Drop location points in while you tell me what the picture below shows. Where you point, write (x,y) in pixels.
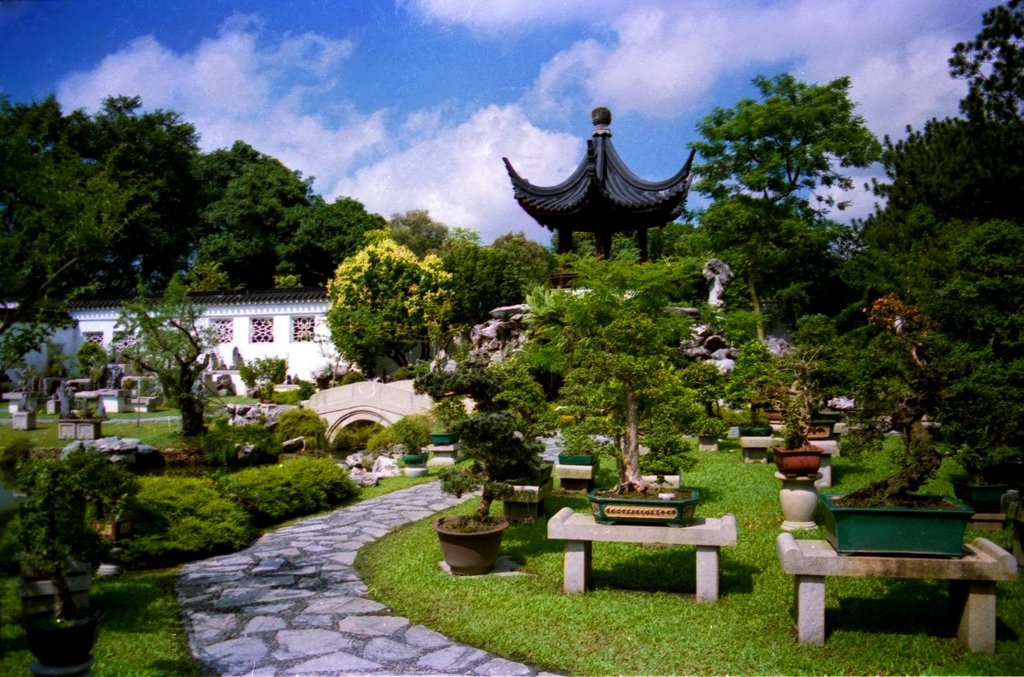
In this image in front (891,560) there are tables (847,576). On top of it there are flower pots (962,534). At the bottom of the image (10,655) there is grass (4,637) on the surface (10,655). In the background of the image (308,323) there is a building (317,334). There are rocks (729,346). There are trees (618,364). At the top of the image (464,28) there is sky (521,38).
